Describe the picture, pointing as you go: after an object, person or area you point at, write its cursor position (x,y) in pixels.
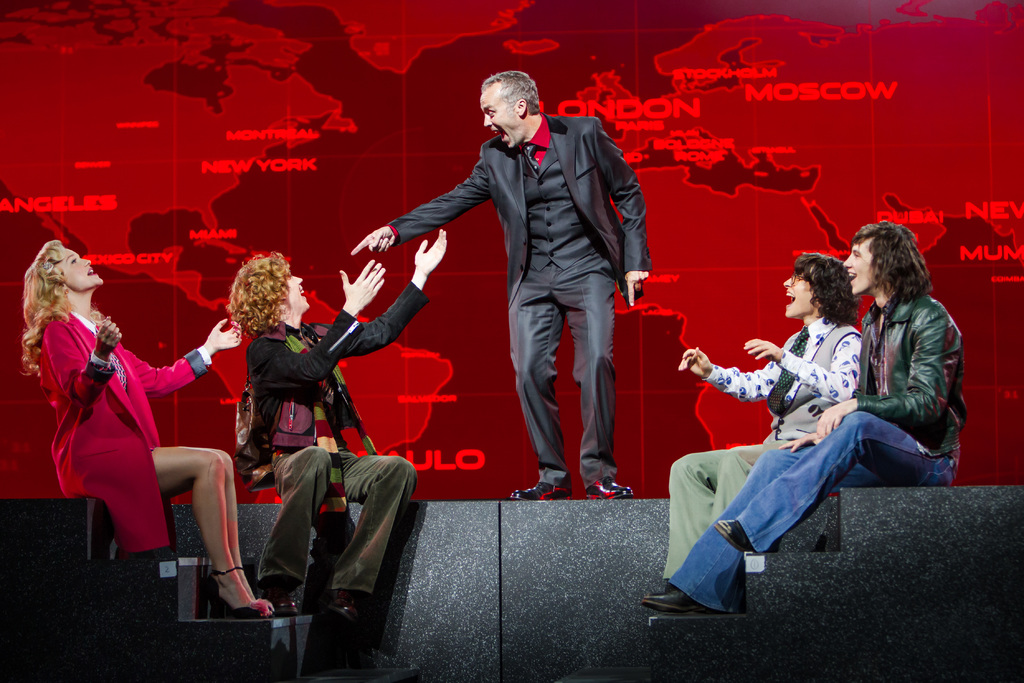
In this image I can see the group of people (602,359). Four people (363,467) are sitting on the surface (506,525) and one person (534,259) is standing. These people (561,305) are wearing the different color dresses (590,300). In the back (290,146) I can see the map (358,144) in the screen (728,203) which is in red color. And there are many names (627,127) in it.
